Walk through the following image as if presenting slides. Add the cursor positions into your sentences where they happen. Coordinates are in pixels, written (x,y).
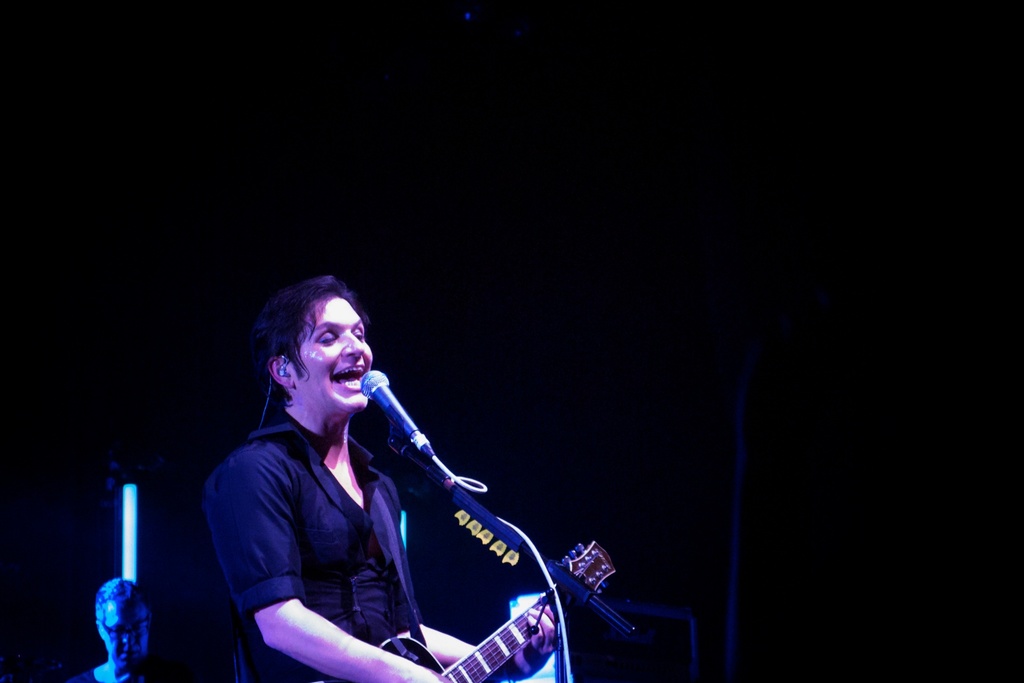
The man (290,496) in the bottom of the picture (376,610) wearing black shirt (344,559) is holding a guitar (413,647) in his hands (525,651) and playing it. In front of him, we see a microphone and he is singing a song on it. Beside him, we see a person (146,618) wearing spectacles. In the background (525,349), it is black in color.
